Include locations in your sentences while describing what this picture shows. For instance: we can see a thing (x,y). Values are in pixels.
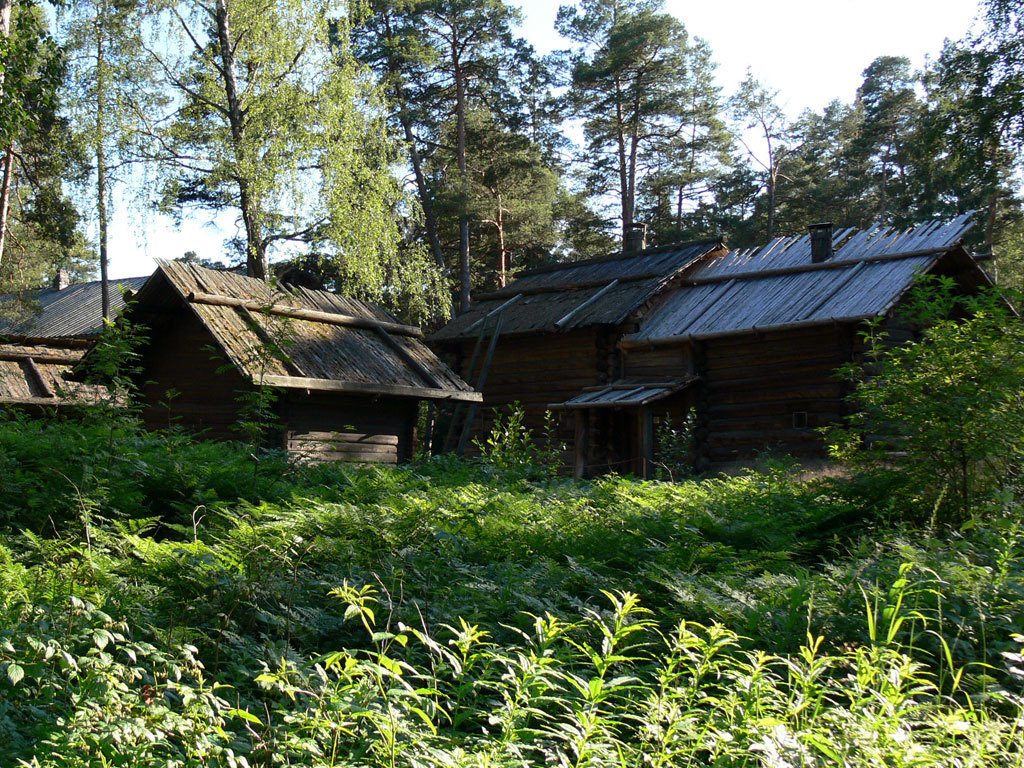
In this picture I can observe houses (293,366) in the middle of the picture (369,370). In front of the houses (333,378) there are some plants (537,527) and grass (451,531) on the ground (648,570). In the background (241,142) there are trees (330,49) and sky (796,37).
